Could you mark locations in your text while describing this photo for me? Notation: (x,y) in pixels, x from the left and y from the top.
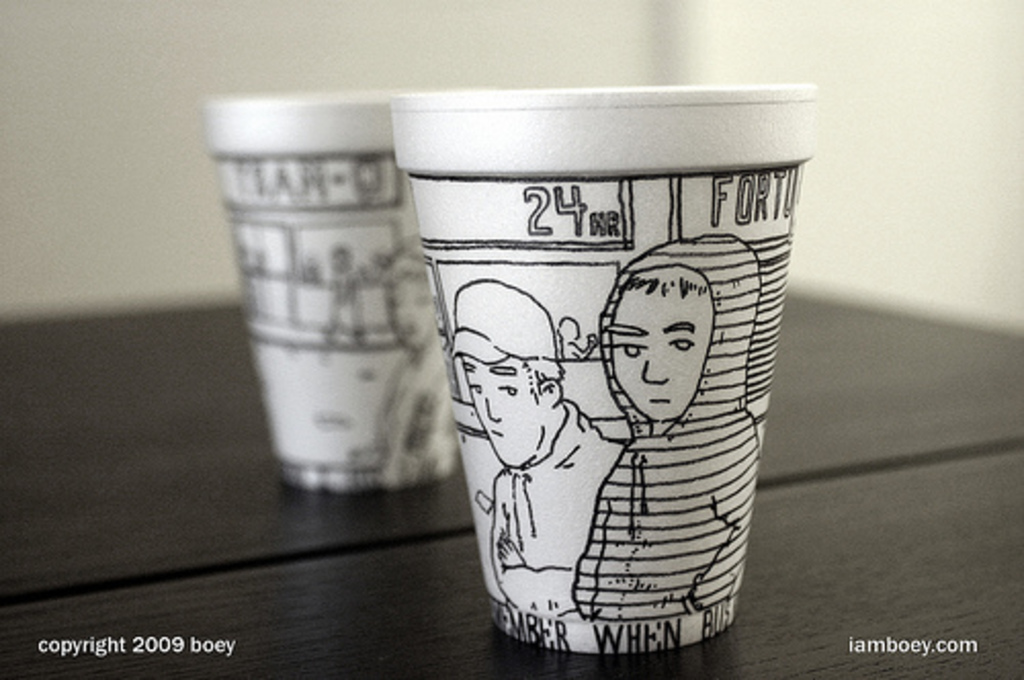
It is a coffee cup (600,325) in white color, there are sketches (642,391) of humans (651,424) on it. There is another cup (309,301) behind it.
